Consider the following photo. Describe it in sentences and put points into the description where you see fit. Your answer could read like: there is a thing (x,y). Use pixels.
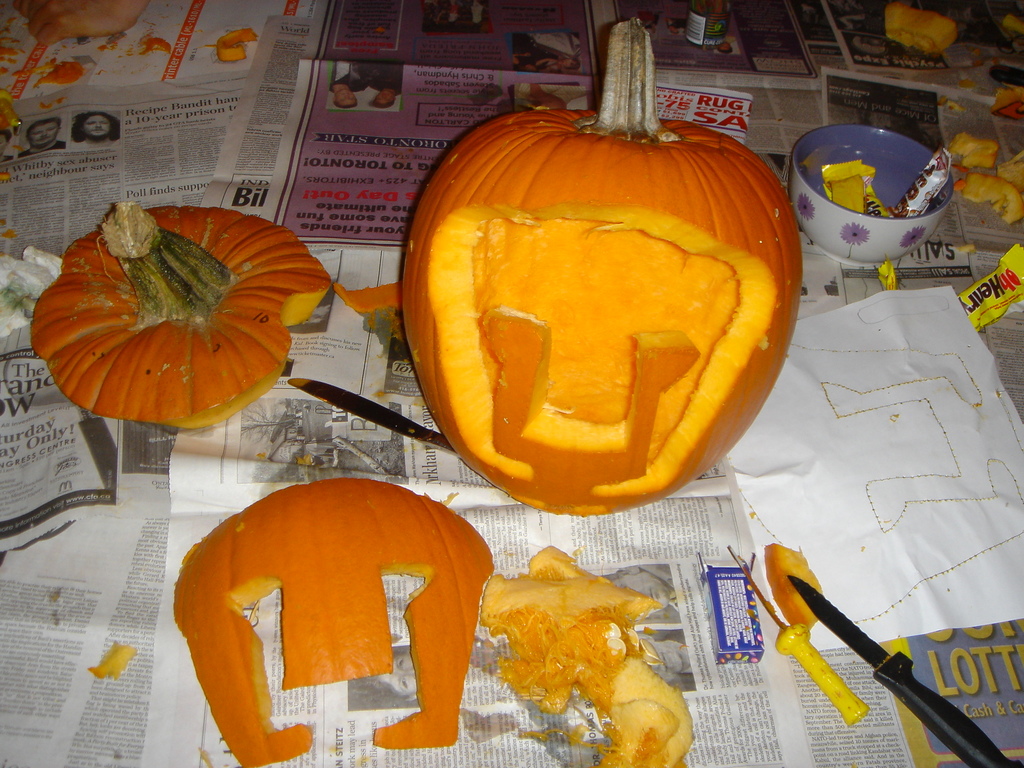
In this image there are sliced pumpkins (432,415). Beside the pumpkins (536,576) there are knives (872,653), a bowl (810,166) and some objects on the paper (258,498).
